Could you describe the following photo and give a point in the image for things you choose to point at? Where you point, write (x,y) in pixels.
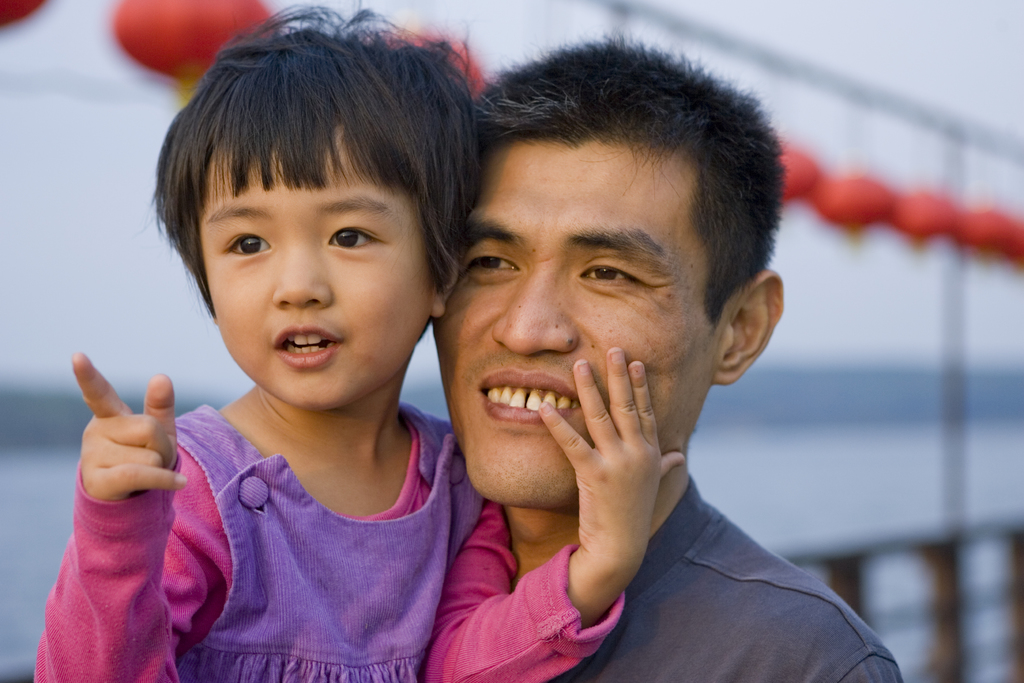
In the center of the image (440,254) there is a man (651,210) and a girl (361,329). At the bottom of the image (942,637) we can see a bridge (943,635). In the background of the image (926,639) we can see lanterns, poles (950,454), water (929,454).
